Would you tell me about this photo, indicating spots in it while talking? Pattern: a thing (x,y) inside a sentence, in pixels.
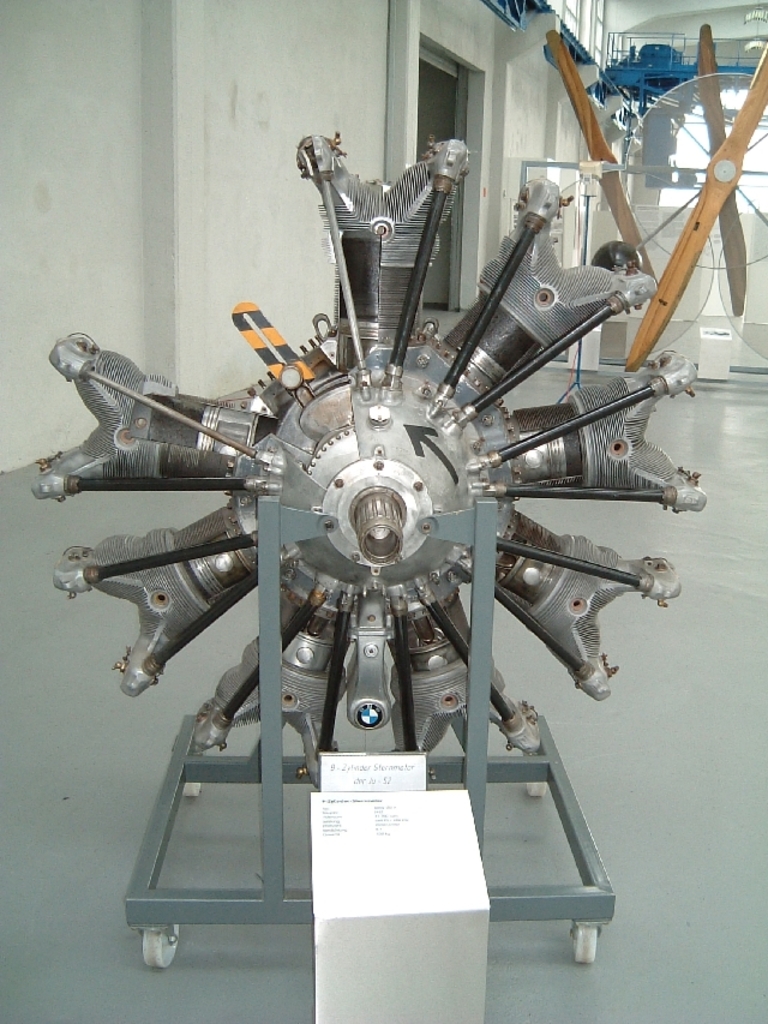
In this image in the foreground (192,633) there is some metal object (393,561), and in the background (638,193) there are some other objects (633,229), poles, wall (482,162). And at the bottom (690,896) there is floor (654,812) and there is a board (410,868).
